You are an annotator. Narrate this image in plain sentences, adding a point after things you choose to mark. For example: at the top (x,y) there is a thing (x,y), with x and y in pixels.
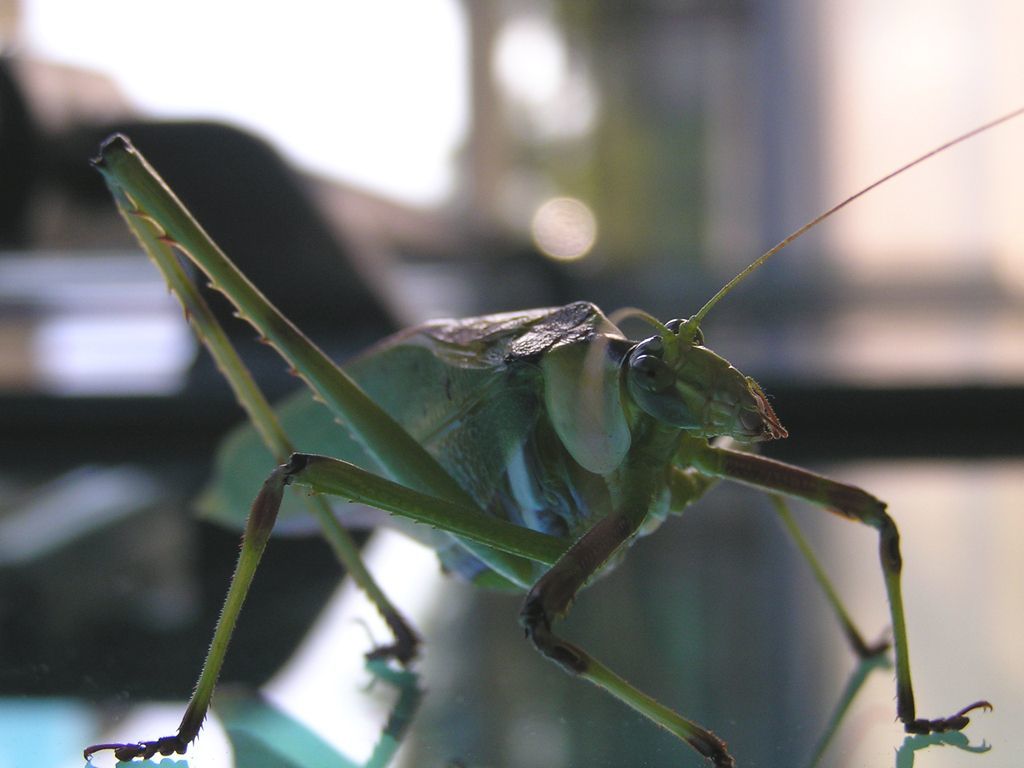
In this image in the front (644,396) there is an insect (518,518) and the background (86,408) is blurry.
